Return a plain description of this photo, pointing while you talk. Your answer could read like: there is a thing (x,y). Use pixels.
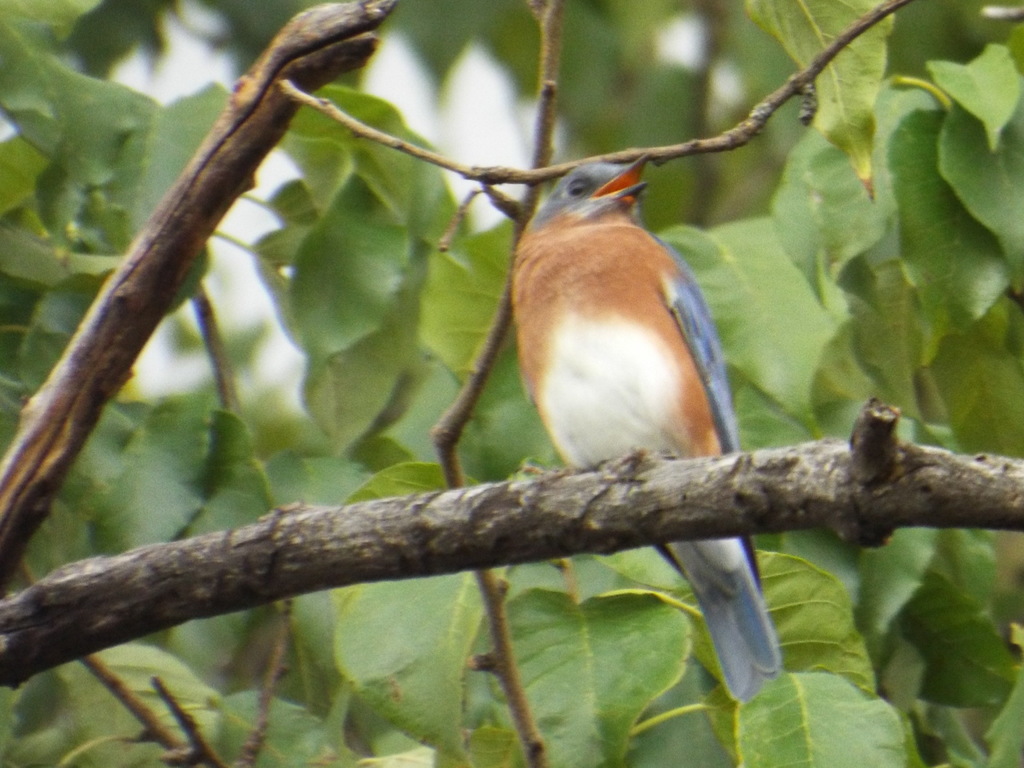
In this image, we can see a bird (589,375) sitting on the branch (393,515), we can see some green color leaves (924,151).
